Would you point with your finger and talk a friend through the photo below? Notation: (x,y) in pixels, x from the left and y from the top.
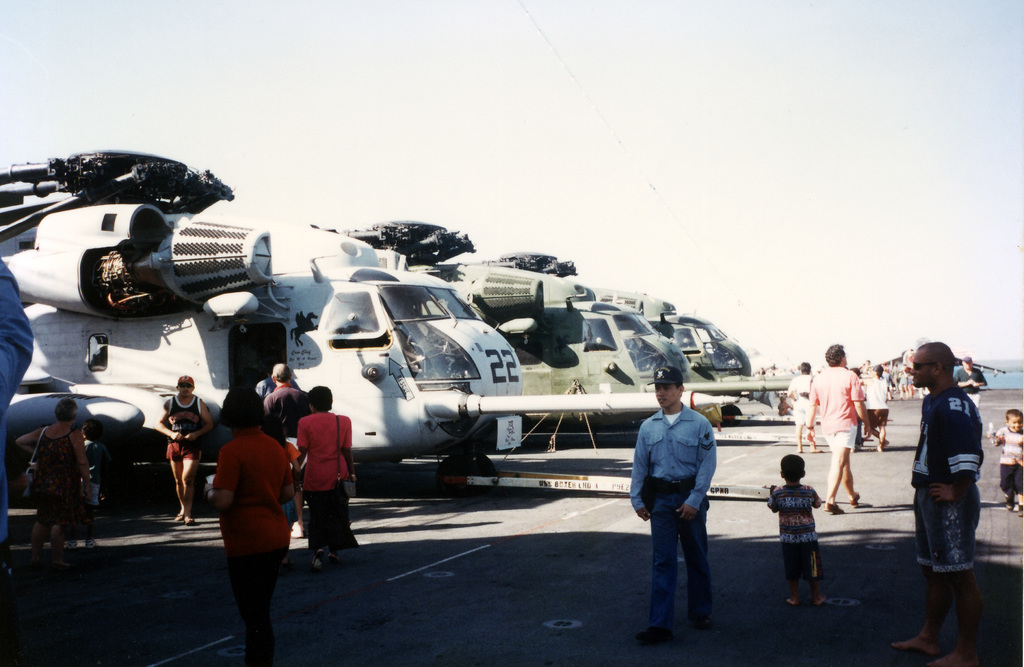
In this picture I can observe helicopters (412,369) on the deck (423,488). There are white and green color helicopters (374,349). I can observe some people (336,459) walking on the deck (574,537). In the background (544,124) there is a sky (484,97).
